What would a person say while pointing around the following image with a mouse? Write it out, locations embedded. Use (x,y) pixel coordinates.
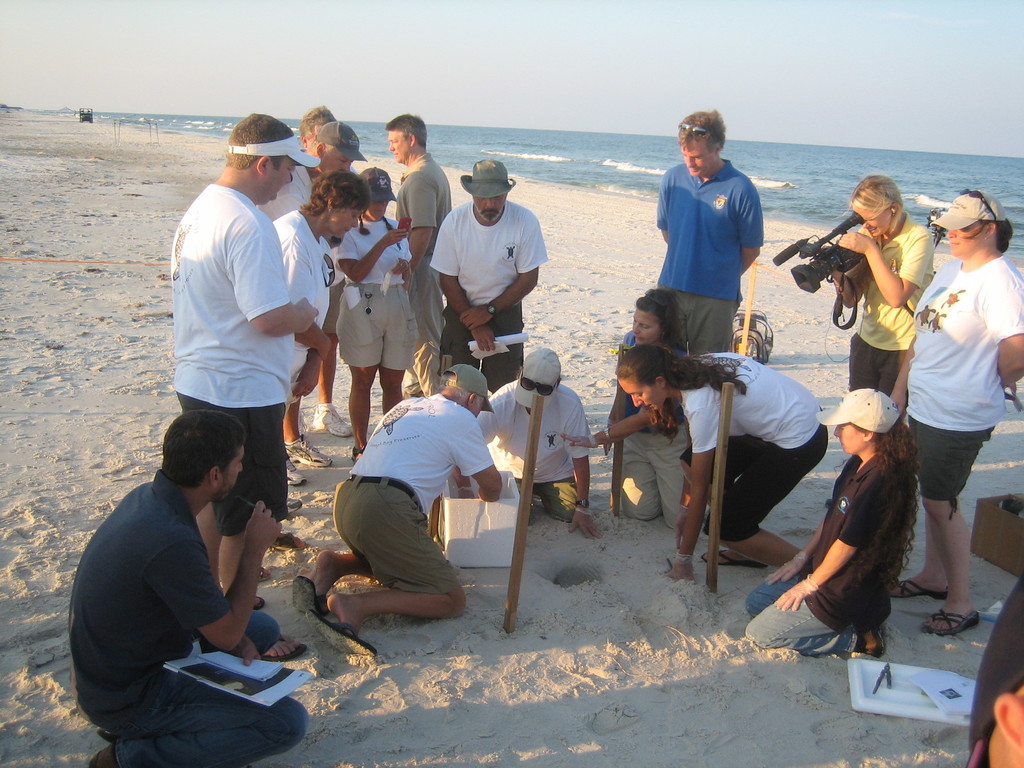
This image is taken outdoors. At the bottom of the image (549,706) there is a ground (64,268). At the top of the image (590,66) there is the sky (780,39). In the background (823,156) there is a sea (636,163) with water (479,142) and waves (519,159). In the middle of the image (352,504) a few people (393,520) are sitting on a ground (311,693) and there are two wooden sticks (531,458) and a few (279,275) are standing on the ground (787,293). On the right side of the image (918,330) two women (926,313) are standing on the ground (974,646) and a woman (867,239) is holding a camera (820,277) in her hands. There is a cardboard box (992,524) and there are a few things (935,683) on the ground (848,699).
